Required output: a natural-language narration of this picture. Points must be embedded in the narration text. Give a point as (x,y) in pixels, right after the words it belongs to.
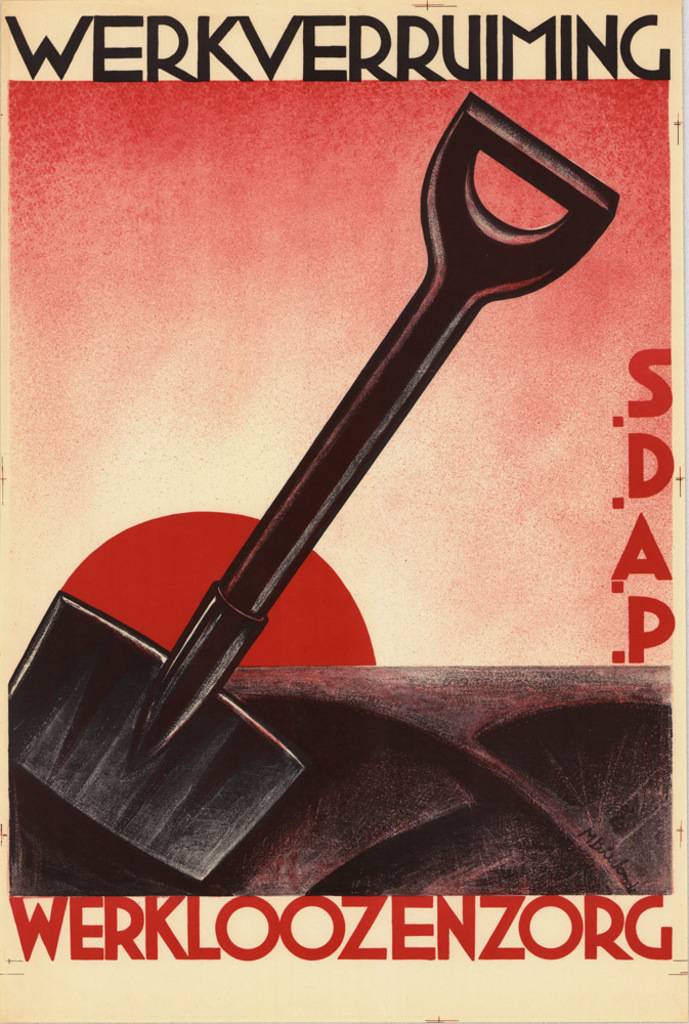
In this image we can see a poster (336,145) with text (269,913) and image (420,634).
